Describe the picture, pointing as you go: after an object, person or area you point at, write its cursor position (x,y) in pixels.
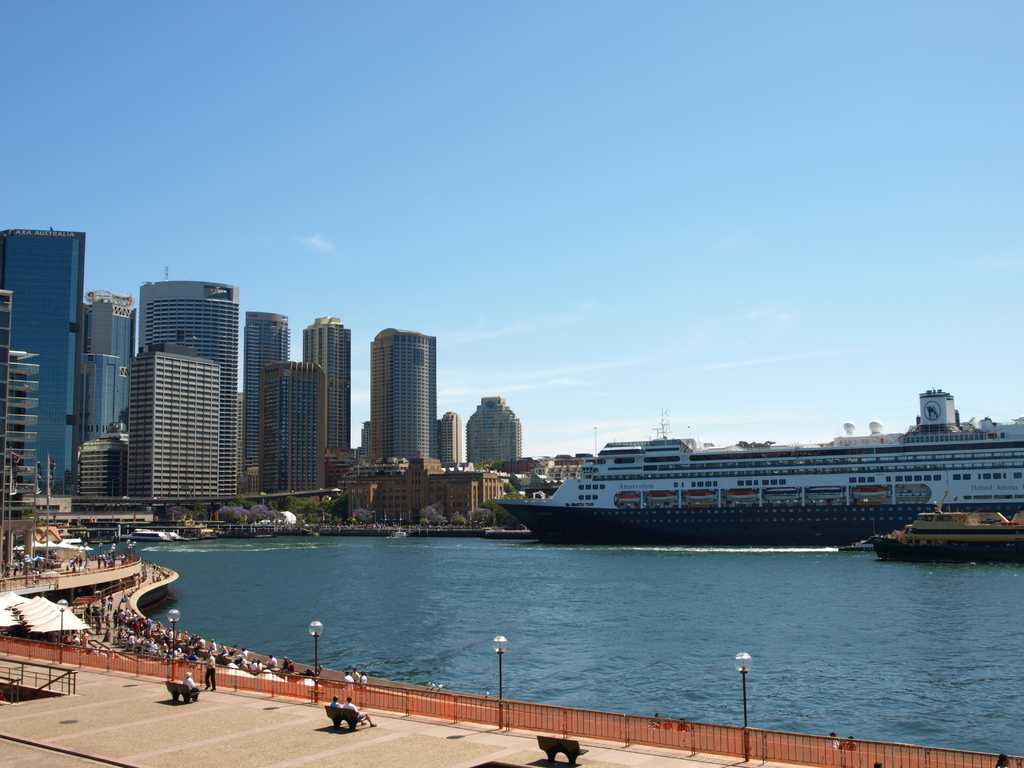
In this image we can see some buildings (302,453) with windows (223,453), a group of trees (493,518) and some poles (48,511), we can also see some people (369,722) on the ground (288,721). In the right side of the image (935,470) we can see ships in the water (816,706). In the foreground of the image (45,628) we can see light poles (64,638), railing (96,658), some flags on poles (36,500) and some tents (58,623). At the top of the image (730,131) we can see the sky (634,81).
